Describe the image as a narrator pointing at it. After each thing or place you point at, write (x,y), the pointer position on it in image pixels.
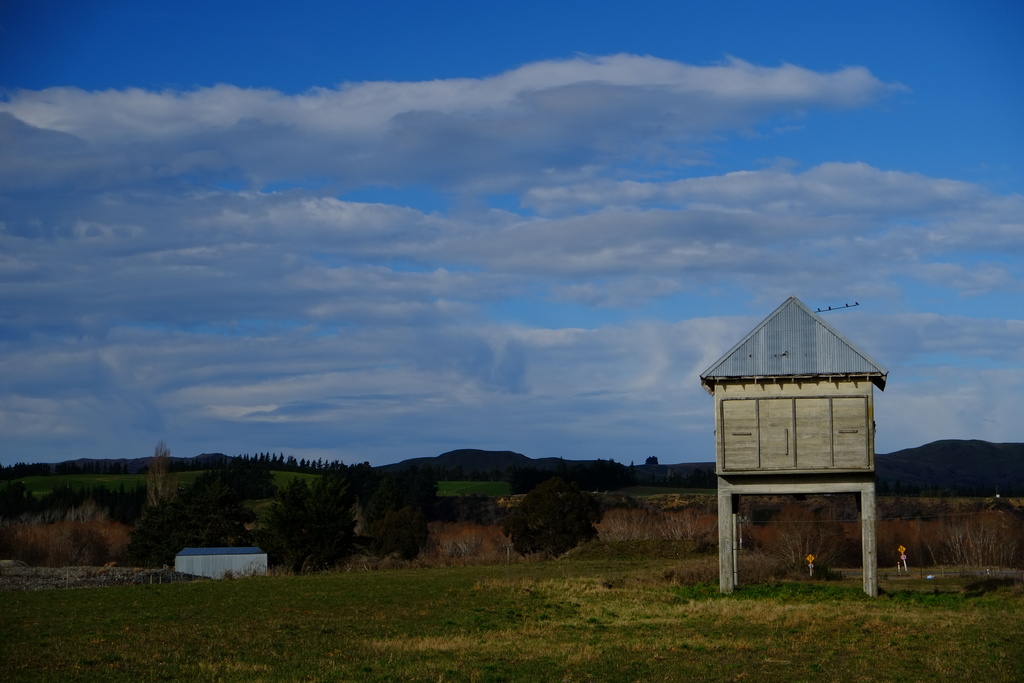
This picture is clicked outside. In the foreground (491,619) we can see the green grass (780,630). In the center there is a house (815,429) and some other objects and we can see the plants (312,515). In the background (293,218) there is a sky (498,239) which is full of clouds (391,444) and we can see the trees (264,472).
